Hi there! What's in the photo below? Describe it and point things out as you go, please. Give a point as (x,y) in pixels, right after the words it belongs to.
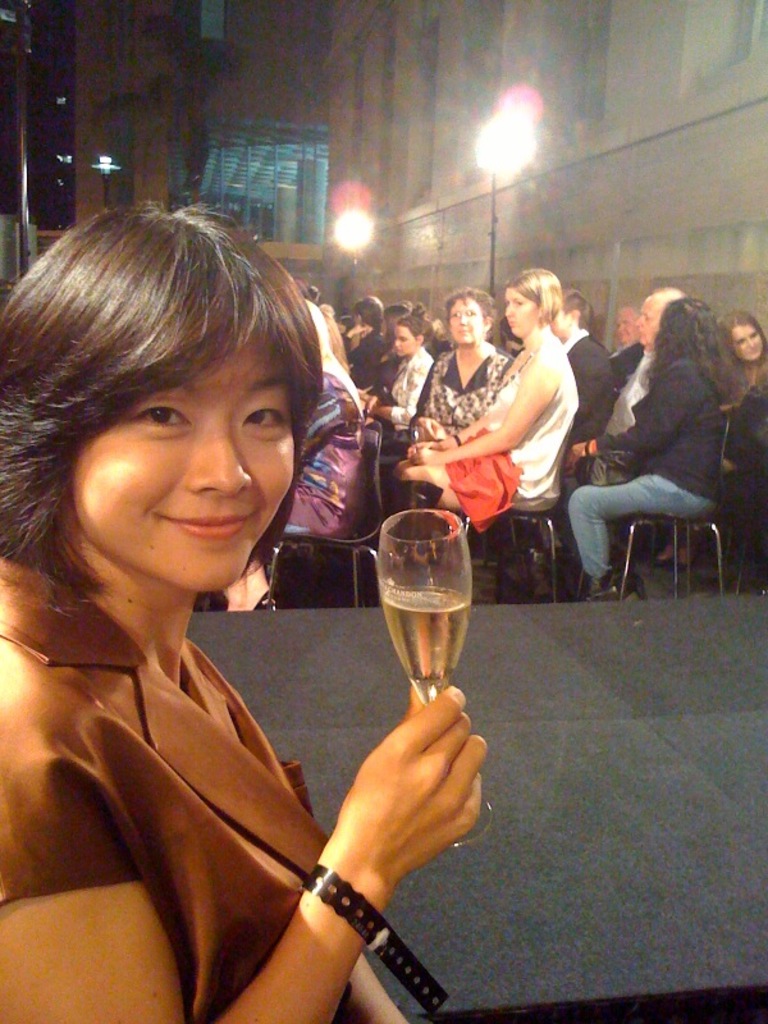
In the picture we can see few people (693,486) are sitting on the chairs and one woman (29,326) is standing with a glass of wine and she is smiling, in the background (93,187) we can see two lights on the stand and a building (697,20).
